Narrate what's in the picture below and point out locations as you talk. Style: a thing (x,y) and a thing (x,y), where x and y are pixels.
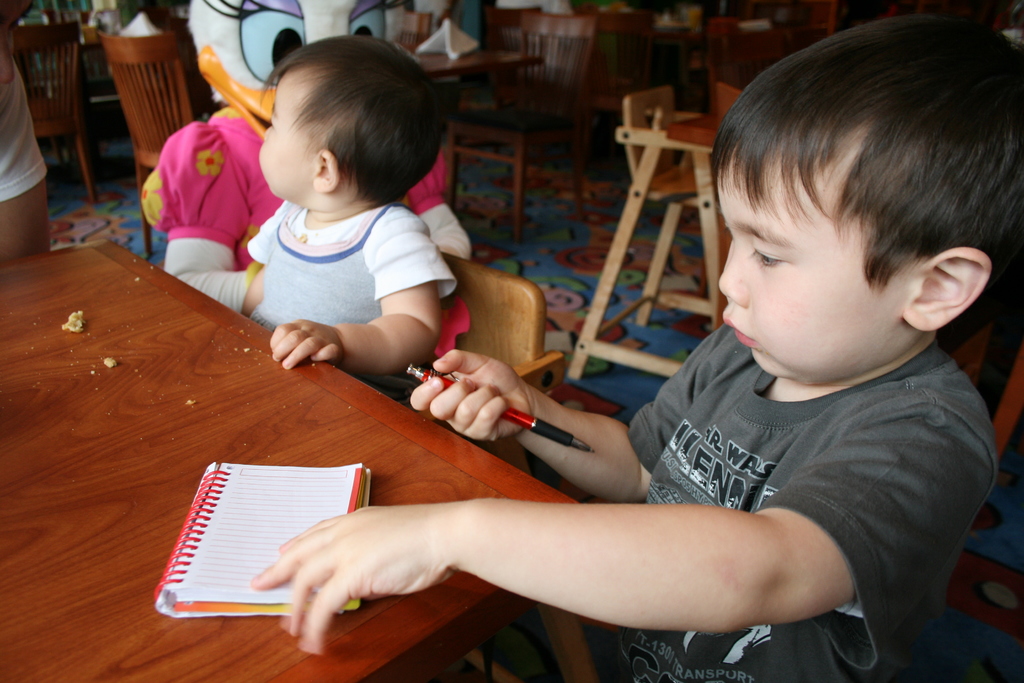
The three persons (731,495) are sitting on a chairs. There is a table (201,416). There is a paper (301,509) on a table (248,410). On the right side (683,498) we have a boy (733,373). He's holding a pen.
